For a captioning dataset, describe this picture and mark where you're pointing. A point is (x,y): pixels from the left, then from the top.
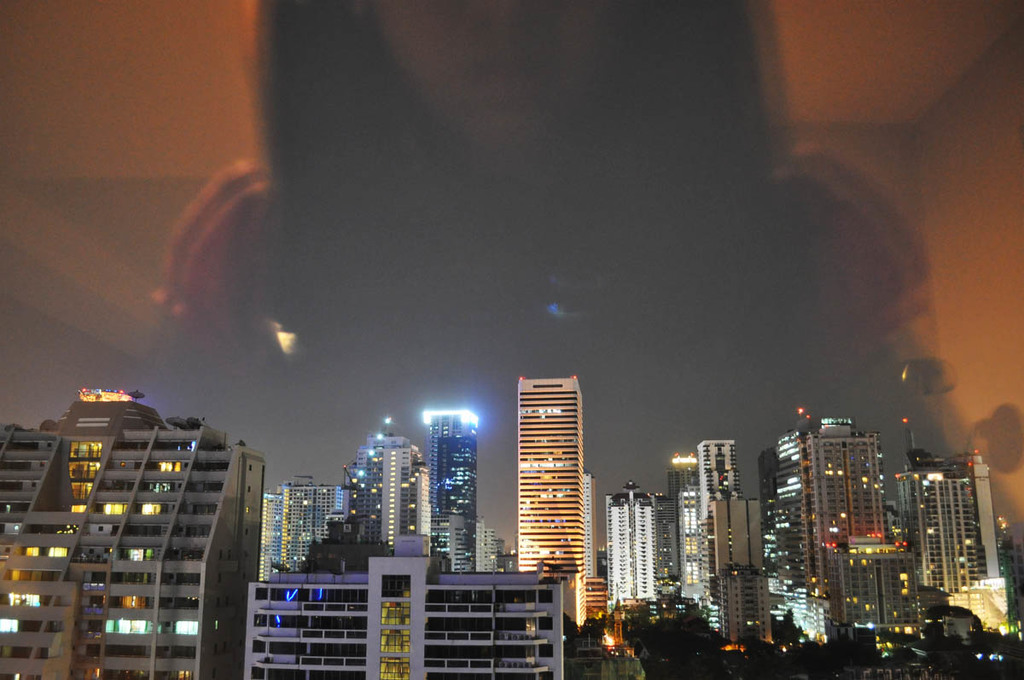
In this image there are buildings (782,466) with lights (152,505).
